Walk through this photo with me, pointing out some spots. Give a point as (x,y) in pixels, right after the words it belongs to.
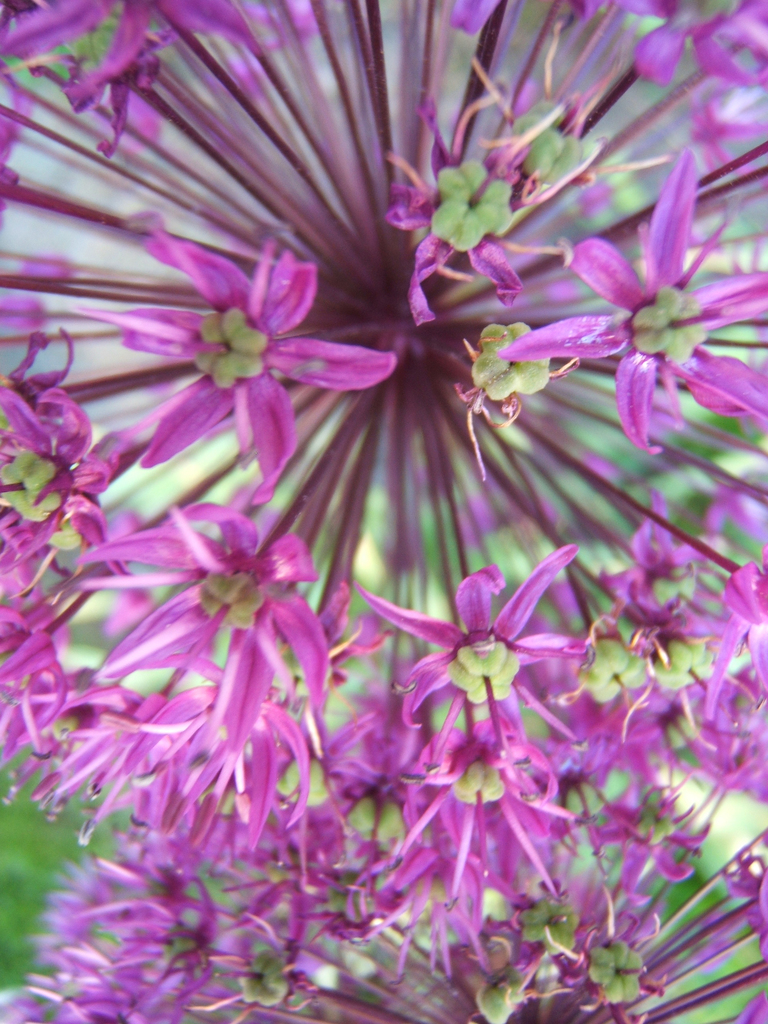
In this image I can see few flowers (269,401). Its petals (286,367) are in pink color. In the bottom left (26,874), I can see the grass (26,890).
